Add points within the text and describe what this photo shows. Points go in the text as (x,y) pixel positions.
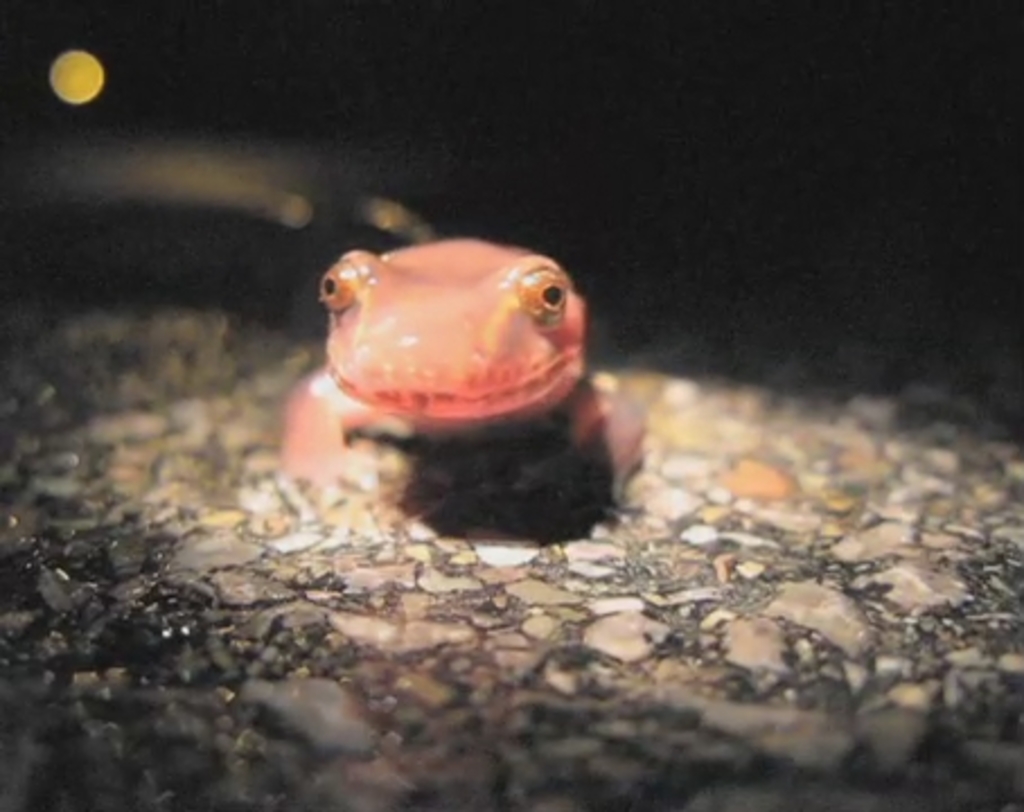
In this picture there is a salamander (537,386). At the bottom (331,550) there is a floor (511,665). On the left side of the image (60,61) there is a light (97,76).
